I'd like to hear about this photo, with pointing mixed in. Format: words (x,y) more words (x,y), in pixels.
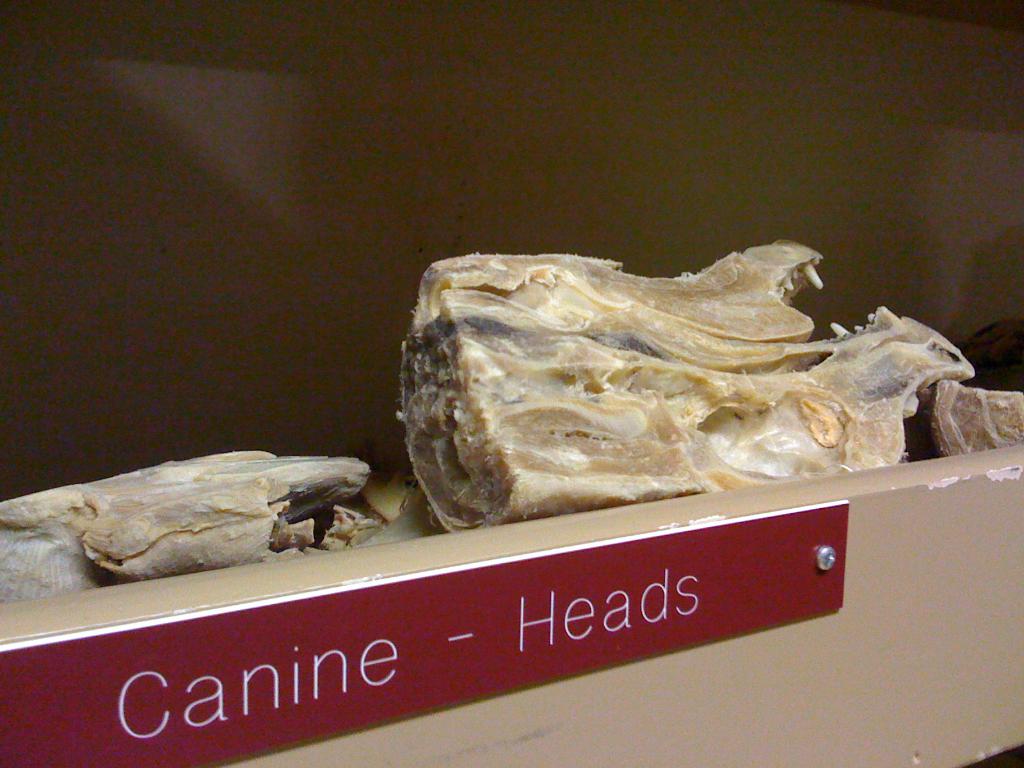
This image looks like there are bones (688,428) kept in a box (812,698). On which there is a nameplate (670,629) in red color. The background (943,190) is blurred.
